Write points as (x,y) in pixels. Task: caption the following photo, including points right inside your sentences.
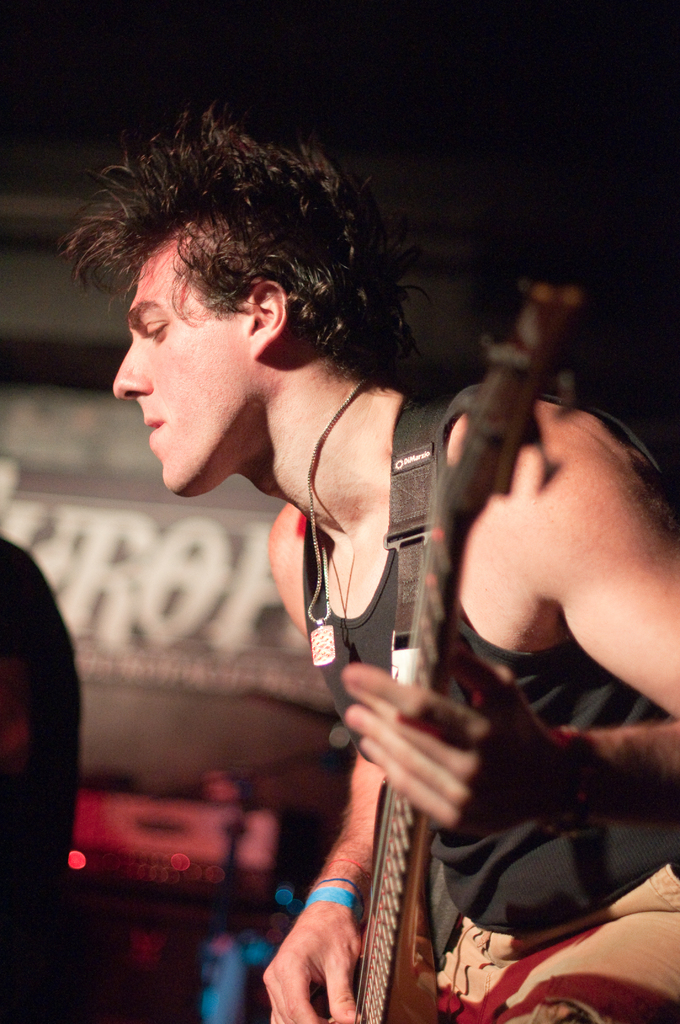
In this image I can see a person (323,442) holding the guitar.
